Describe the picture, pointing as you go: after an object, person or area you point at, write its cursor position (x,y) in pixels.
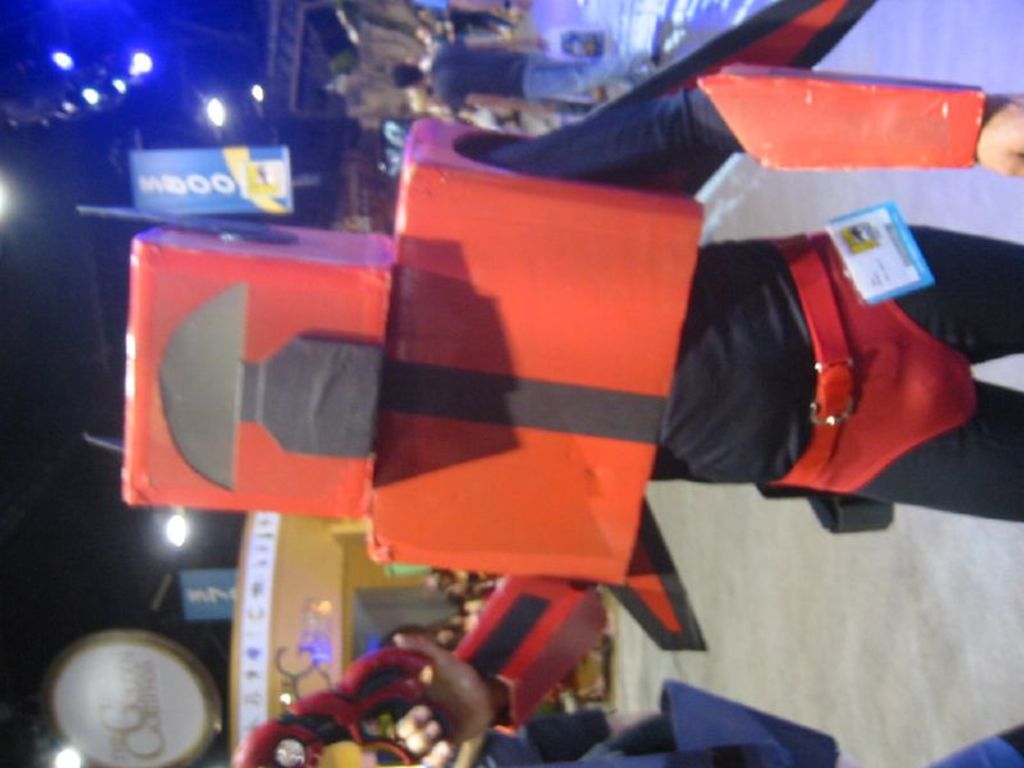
In this picture we can see a person (486,471) wore a costume (801,330) and at the back of this person (507,440) we can see a group of people (465,71) on the ground (773,653), banners (228,206), lights (68,110), some objects (164,694) and in the background (23,564) it is dark.
